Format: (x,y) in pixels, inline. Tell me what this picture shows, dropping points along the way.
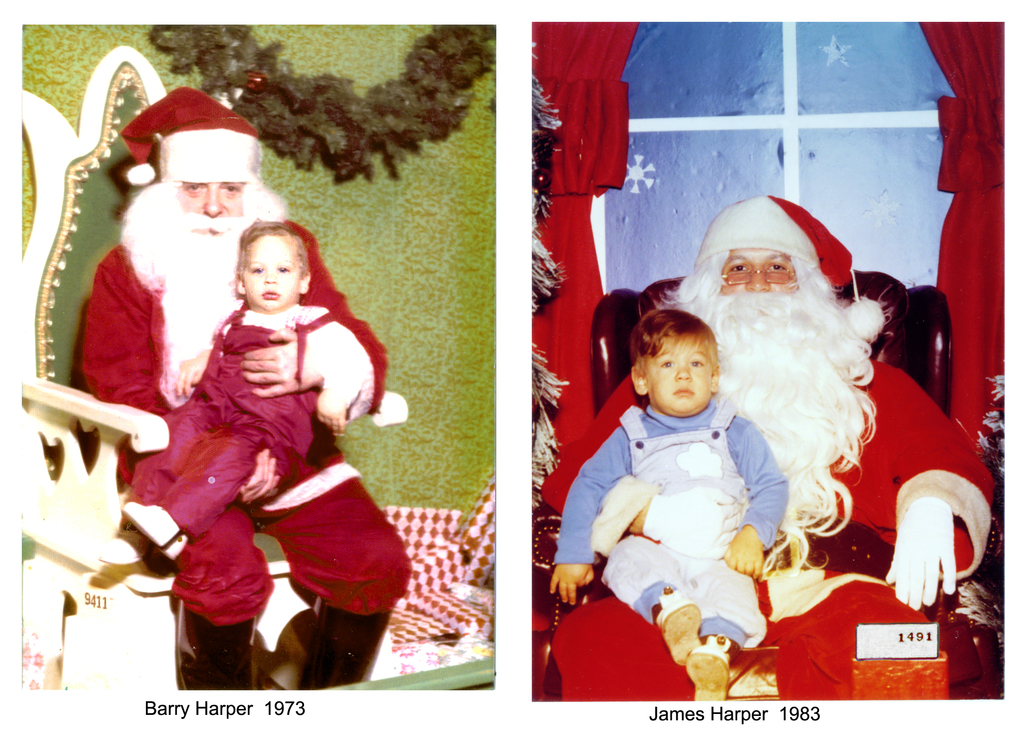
In this image we can see collage of two images. On both images we can see Santa Claus (221,264) sitting on chair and holding a baby (282,442). On the left (334,208) image we can see wall (437,356) in the background (392,201). On the right (719,128) image we can see window (776,76) with curtains (558,86) in the background (786,135). At the bottom (181,705) we can see text (207,713) and numbers (304,705) on the image.
